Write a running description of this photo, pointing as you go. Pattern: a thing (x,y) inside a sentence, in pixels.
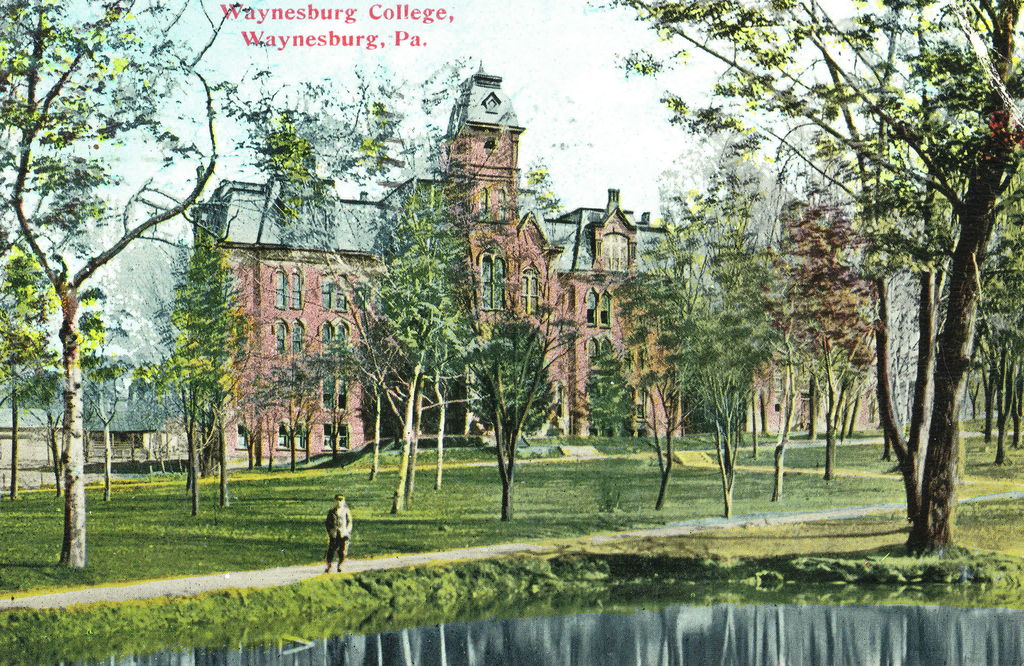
As we can see in the image there is water (557,664), grass (469,573), a person (337,512) standing over here, trees (63,315), buildings (386,242) and sky (549,121).
